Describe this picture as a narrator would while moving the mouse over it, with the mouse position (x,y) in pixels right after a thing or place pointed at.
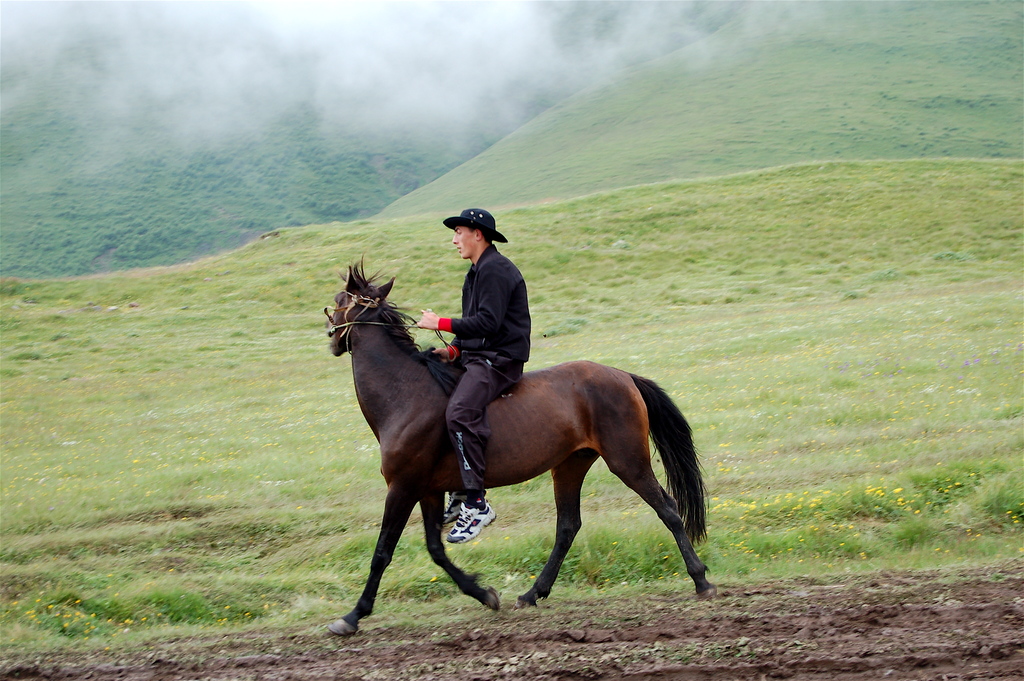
In this image in the center (456,435) there is one person (472,259) who is sitting on a horse (438,392) and riding, and in the background (539,120) there are mountains (712,137), fog (287,64). At the bottom (344,675) there is grass (190,603) and sand (556,624).
